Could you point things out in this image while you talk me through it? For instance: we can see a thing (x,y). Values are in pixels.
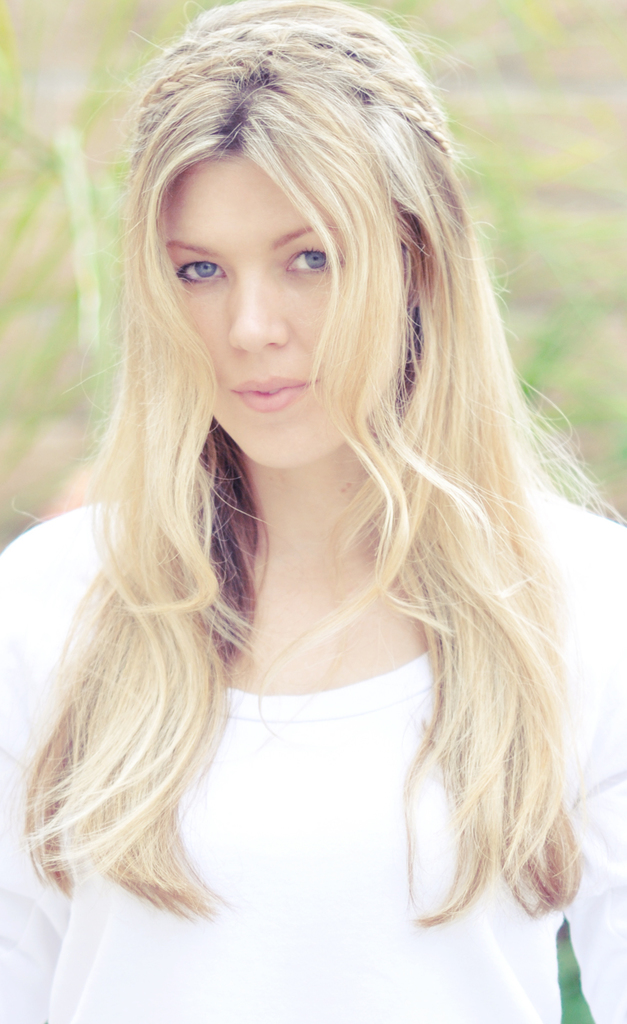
In this image we can see a woman (274,677) wearing a white shirt (291,698) and a blurry background (600,313).
